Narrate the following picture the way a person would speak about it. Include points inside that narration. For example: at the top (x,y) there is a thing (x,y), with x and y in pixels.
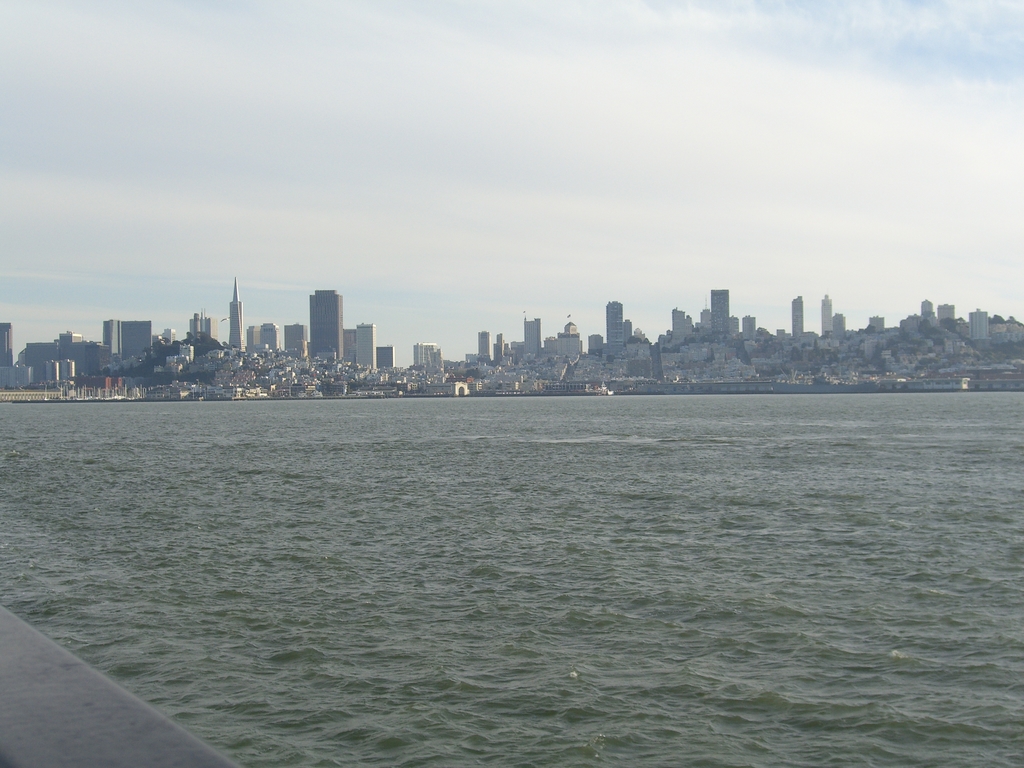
In this image we can see a group of buildings (244,355), poles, a large water body (540,510) and the sky (387,187) which looks cloudy.
